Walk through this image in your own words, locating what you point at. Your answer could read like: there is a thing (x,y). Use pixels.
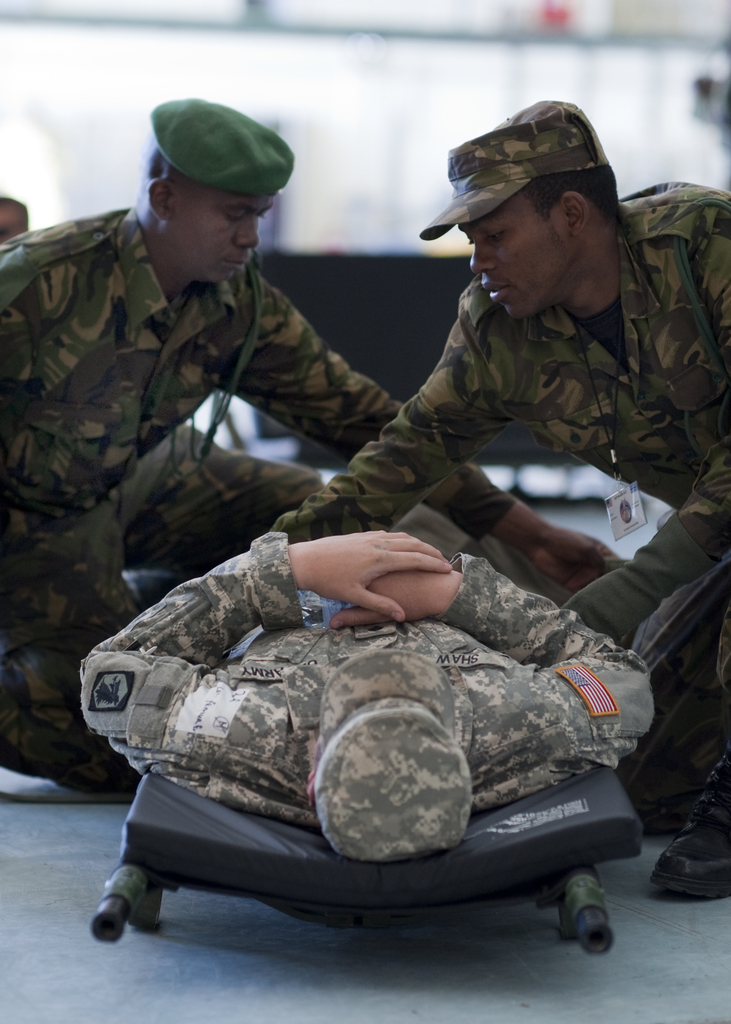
In this picture we can see a person (444,777) laying on a stretcher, we can see two men (172,378) here, there is a blurry background (624,24), these three persons (580,575) wore caps (403,774).
